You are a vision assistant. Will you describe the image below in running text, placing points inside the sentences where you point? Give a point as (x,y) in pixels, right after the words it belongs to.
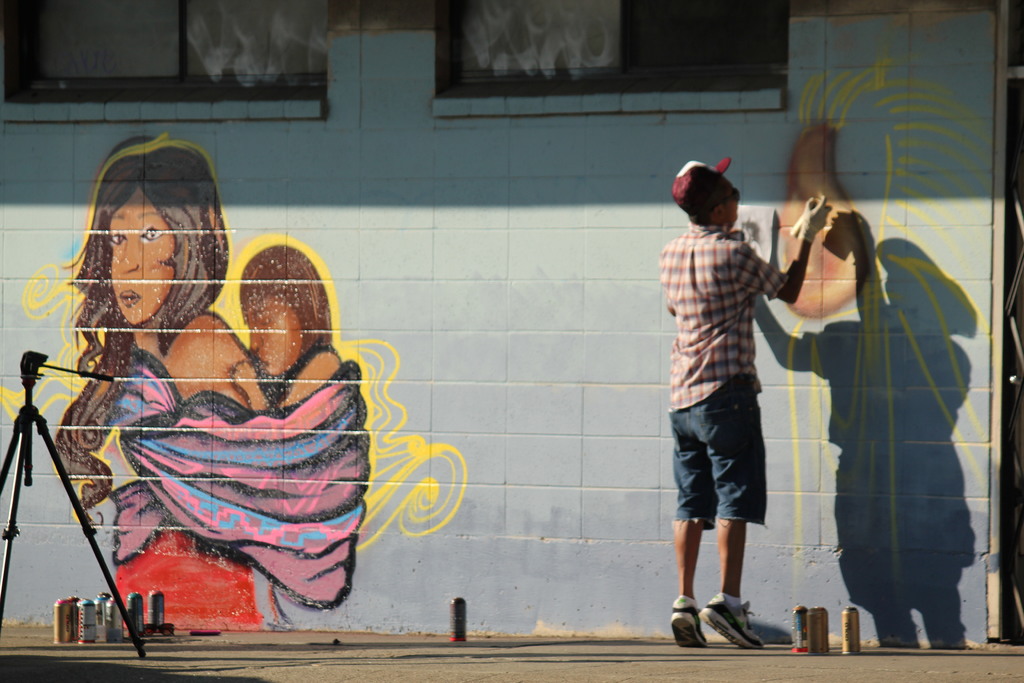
On the left side (144,261), there is a painting (140,370) of a woman (184,363) who is carrying a baby (317,309) on the wall (299,258). Beside this wall (147,430), there are bottles (138,618) and there is a stand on the footpath (141,663). On the right side (715,301), there is a person (706,358) in a shirt (728,274), who is painting on the wall (888,167). Beside him, there are bottles (797,622) on the footpath (428,655).
